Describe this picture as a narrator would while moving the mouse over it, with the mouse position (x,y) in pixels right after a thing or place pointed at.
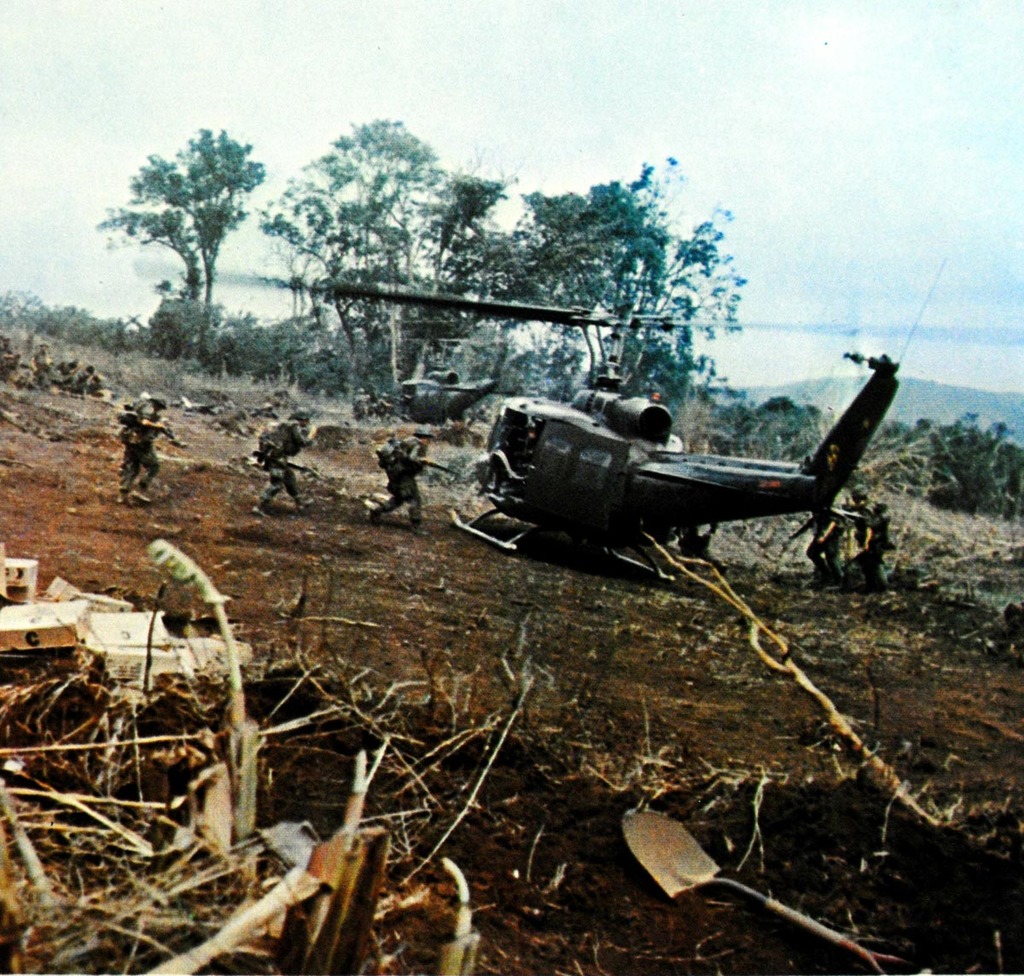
This picture is clicked outside the city. In the foreground (437,850) we can see the dry stems (611,762). In the center (596,498) there is an aircraft (594,443) and we can see the group of persons (381,455) seems to be running on the ground (383,526). In the background (862,111) there is a sky (674,179), trees (507,298), and plants (1011,466).
